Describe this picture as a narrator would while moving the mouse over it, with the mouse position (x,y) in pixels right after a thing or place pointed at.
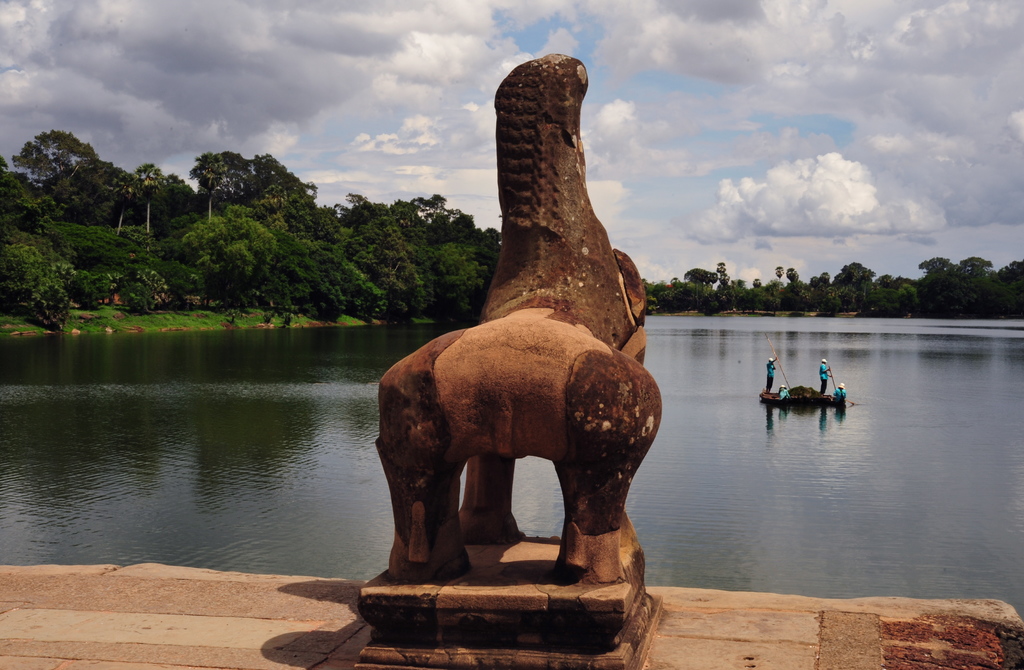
This is the picture of a place where we have a sculpture (406,540) and also we can see some people (772,383) in the boat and around there are some trees (423,268) and plants (443,270).
